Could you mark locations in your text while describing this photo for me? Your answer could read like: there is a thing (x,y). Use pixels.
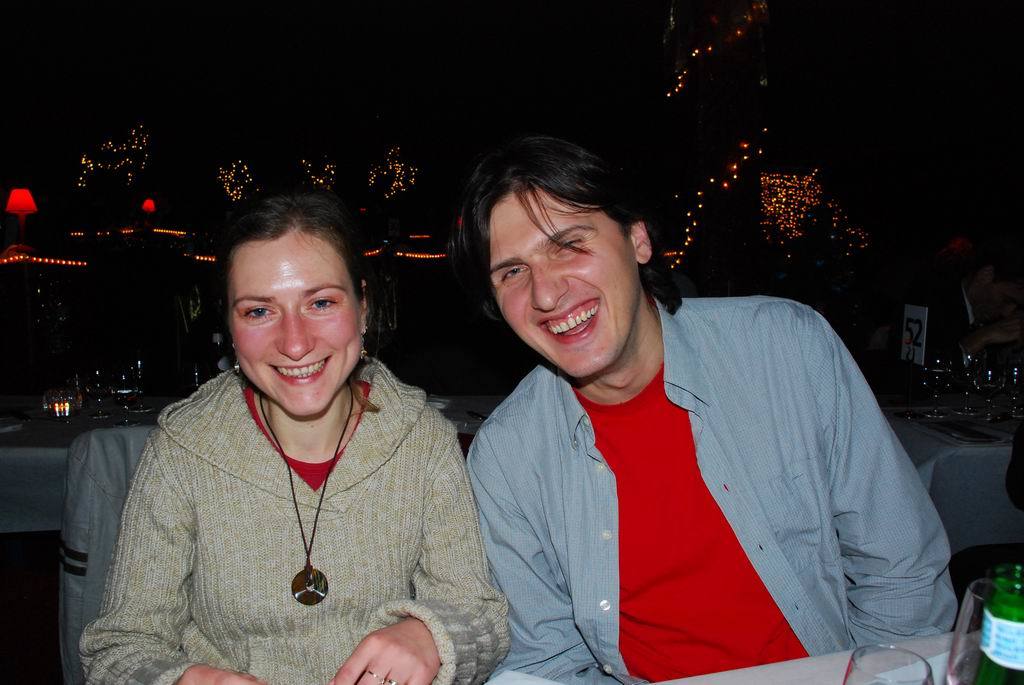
In this picture we can observe a couple (430,471). One of them was a man (633,450), wearing a red and blue color shirt (636,502) and the other was woman (167,509), wearing sweater (247,497). Both of them were smiling. In front of them there is a table (836,655) on which we can observe glasses (953,653) and a bottle (997,624). In the background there are some lights (404,163).
